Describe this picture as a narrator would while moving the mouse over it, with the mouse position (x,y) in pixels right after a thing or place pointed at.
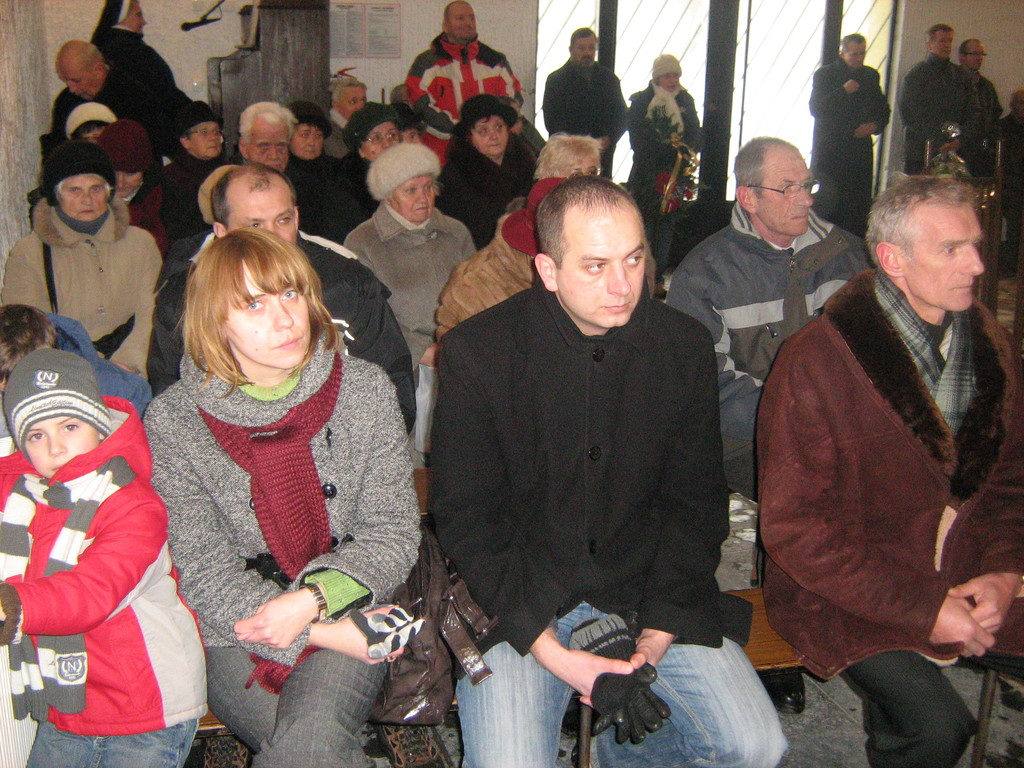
In this picture we can see group of people (537,276), few (380,138) are sitting on the chairs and few (910,146) are standing, in the background (217,10) we can see a microphone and a poster (373,42) on the wall (383,77).
